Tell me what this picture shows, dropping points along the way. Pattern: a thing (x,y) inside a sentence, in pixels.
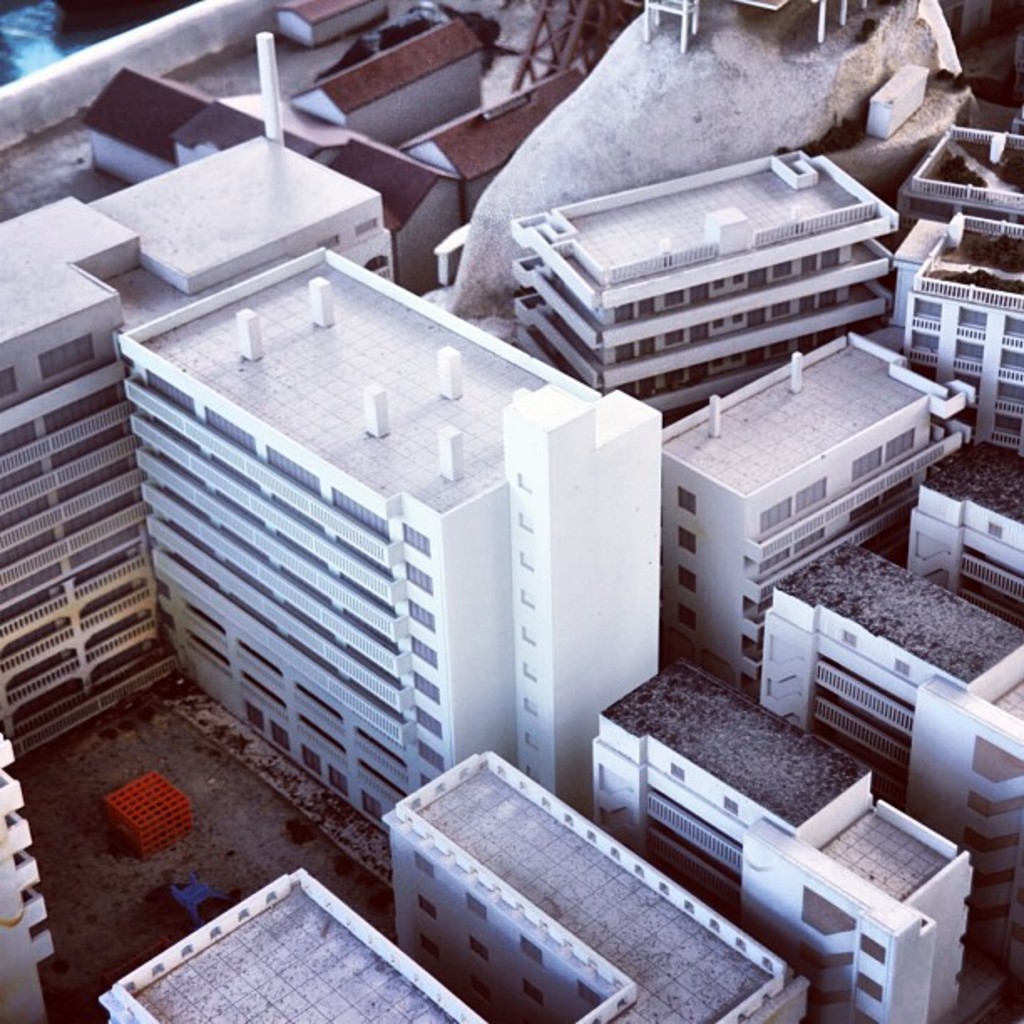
In this image I can see number of buildings (401,587) which are white, brown and black in color. I can see the ground (254,823) and on the ground (220,836) I can see few blue and red colored objects (193,878).
